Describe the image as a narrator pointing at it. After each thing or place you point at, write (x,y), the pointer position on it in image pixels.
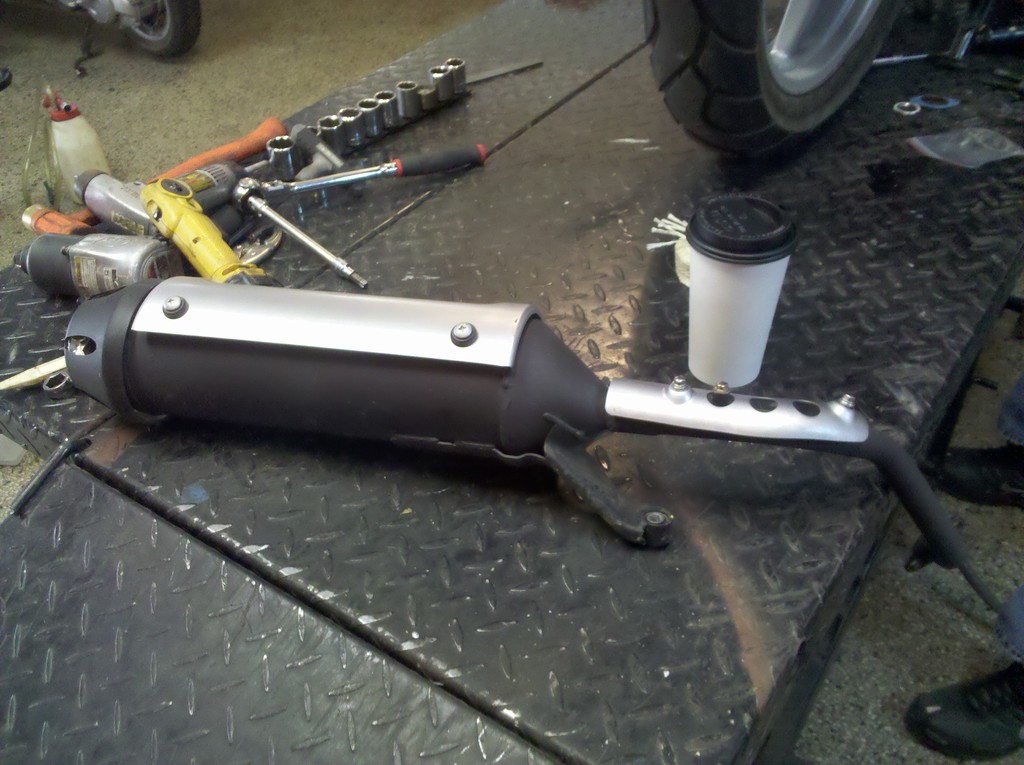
In this image I can see the metal object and the tools (318,148). On the right side (962,705), I can see a person (969,717). In the background (773,50), I can see the vehicles (681,61).
